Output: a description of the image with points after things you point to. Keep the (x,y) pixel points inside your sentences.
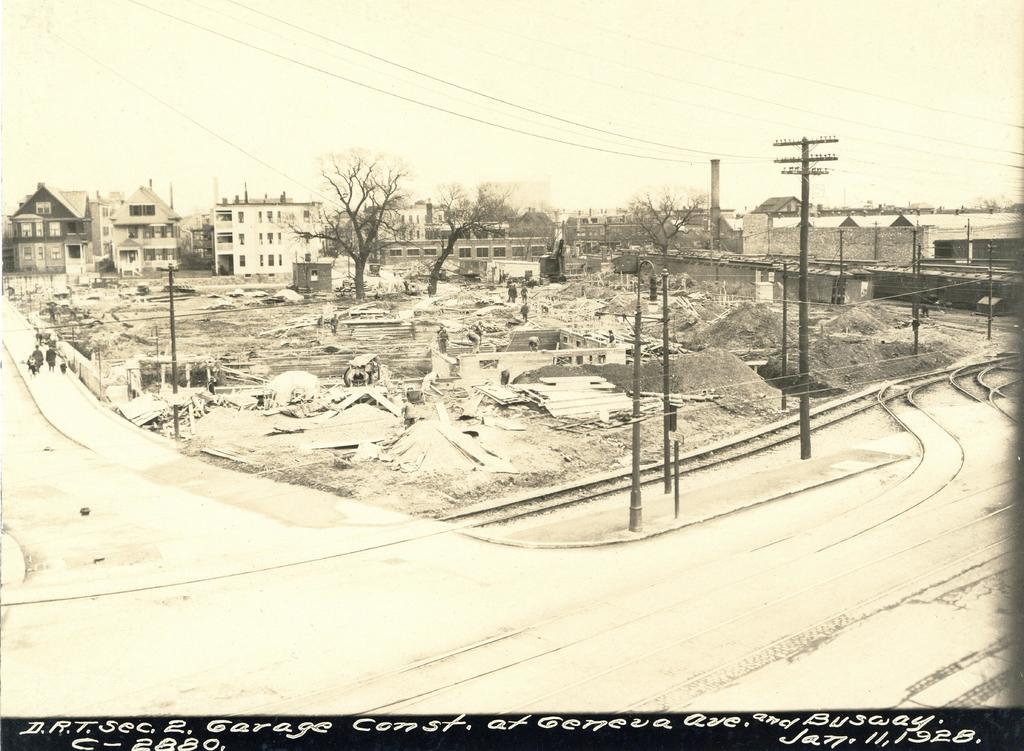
In the picture we can see an old photograph of an area (82,299) with railway tracks (947,434), roads (962,627) and some people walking on it and houses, buildings (928,227) with windows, doors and trees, sheds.
